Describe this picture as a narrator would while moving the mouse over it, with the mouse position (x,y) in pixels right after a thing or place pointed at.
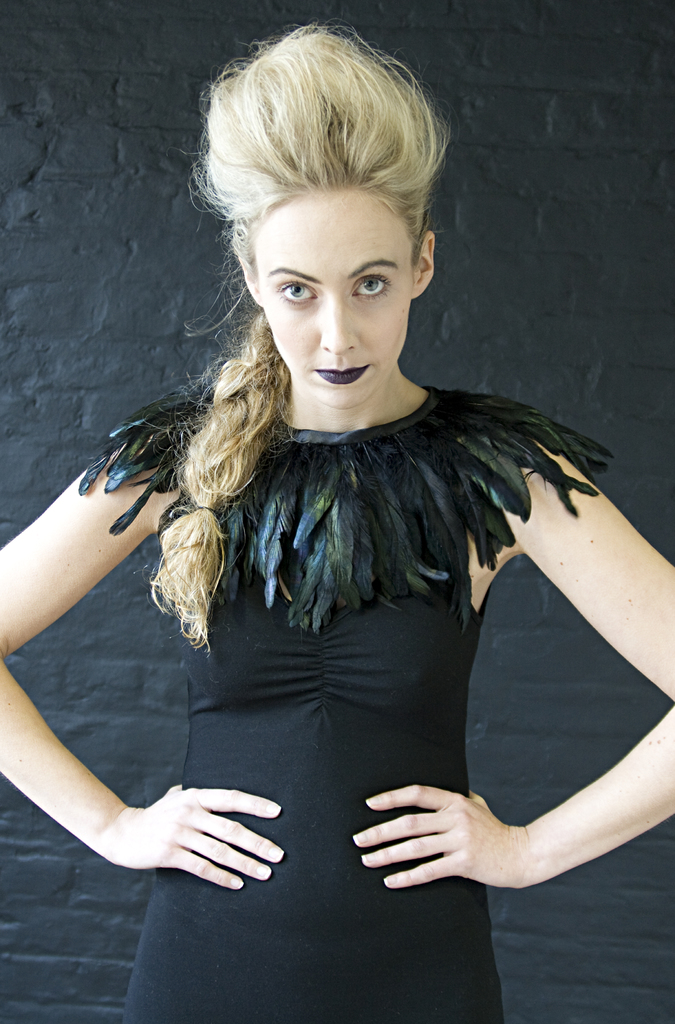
In this picture there is a woman (299,383) with black dress (289,809) is standing. At the back (61,87) there's a wall (492,269).
